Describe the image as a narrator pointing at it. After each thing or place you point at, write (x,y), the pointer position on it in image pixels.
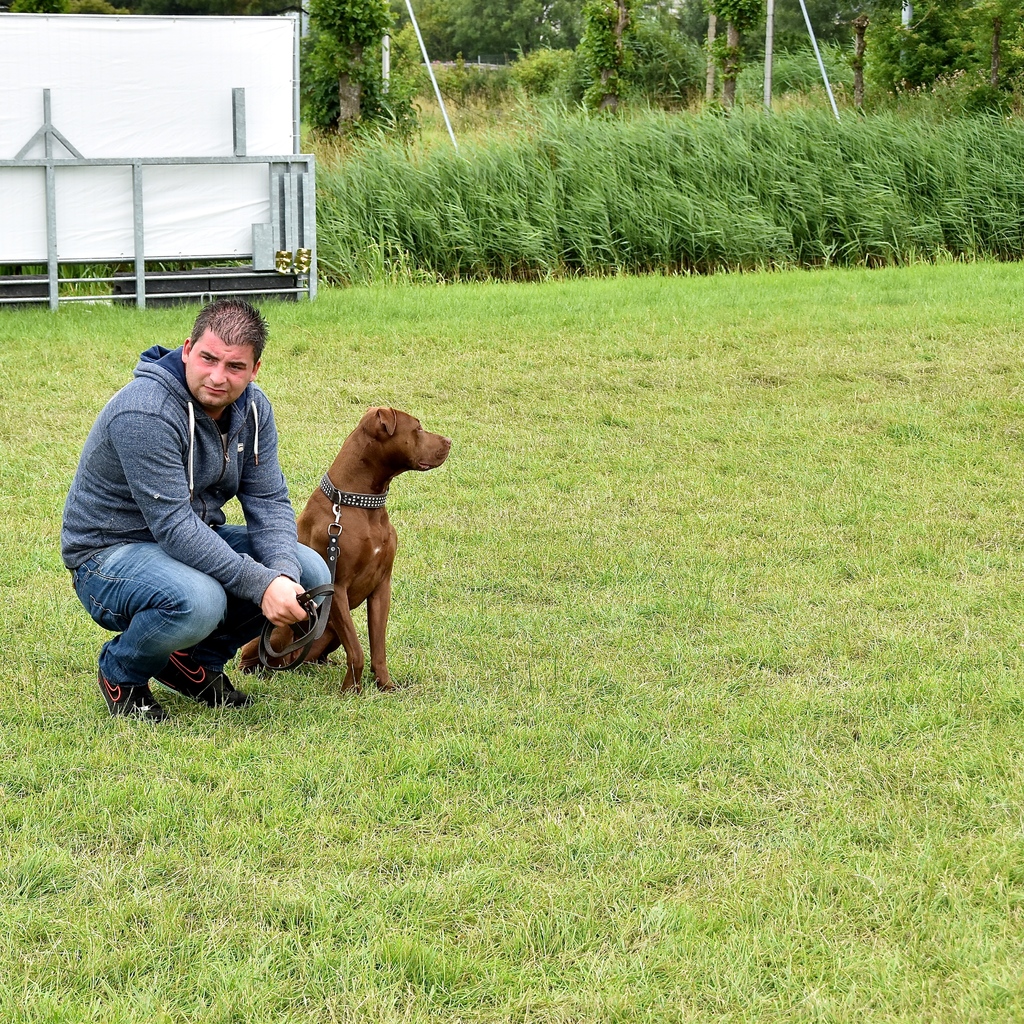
In this picture we can see a man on the ground (255,972). This is dog (360,483). Here we can see some plants (747,159) and there are trees (943,7).
